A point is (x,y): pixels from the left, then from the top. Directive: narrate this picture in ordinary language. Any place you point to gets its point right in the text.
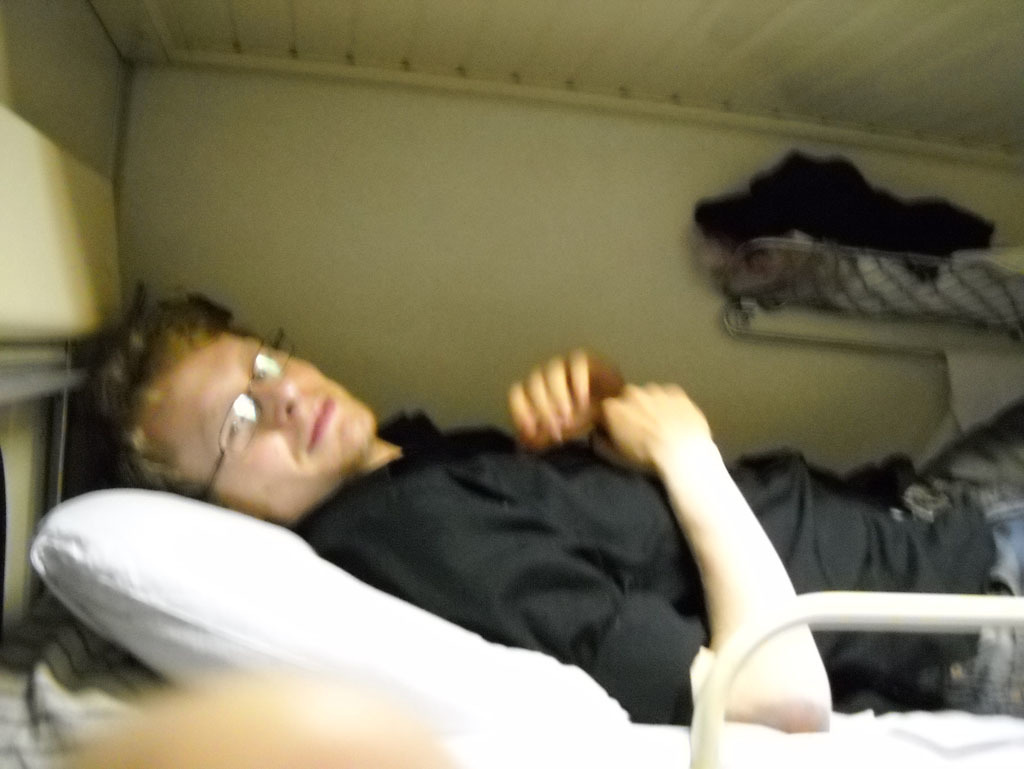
This is an image clicked inside the room (89,93). In this image I can see a man (348,546) wearing black color shirt (577,552) and laying on the bed (361,620). On the right side of the image (889,252) I can see some clothes (861,224).
